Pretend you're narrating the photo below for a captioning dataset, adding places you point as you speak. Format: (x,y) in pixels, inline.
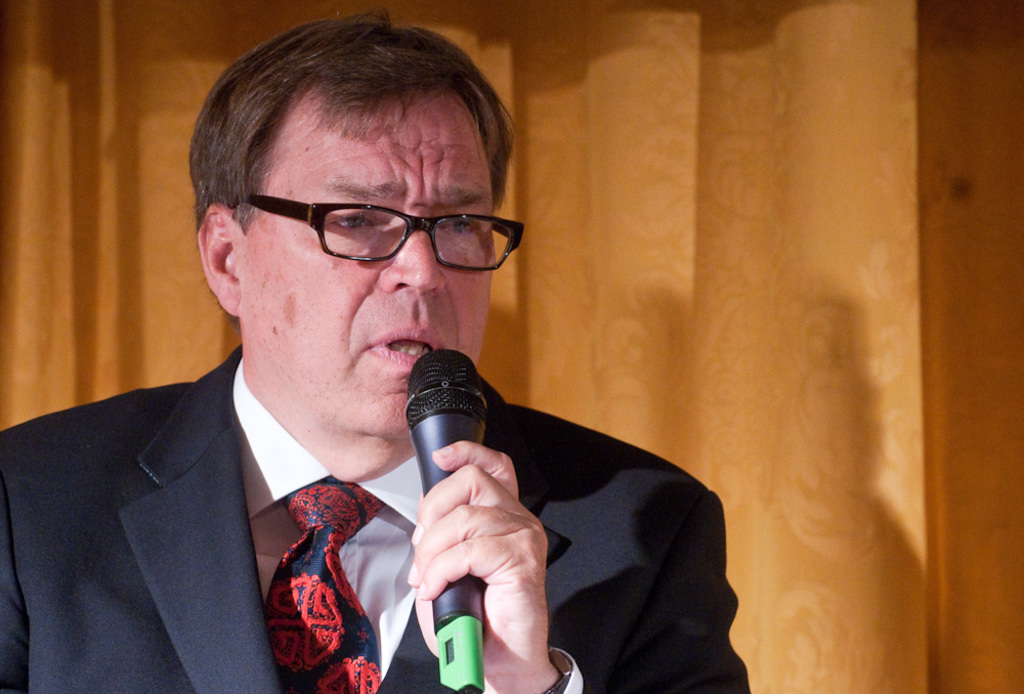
I can see in this image a man (203,417) is wearing a suit (202,473) and spectacles (373,230) is holding a microphone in his hand (460,531).
